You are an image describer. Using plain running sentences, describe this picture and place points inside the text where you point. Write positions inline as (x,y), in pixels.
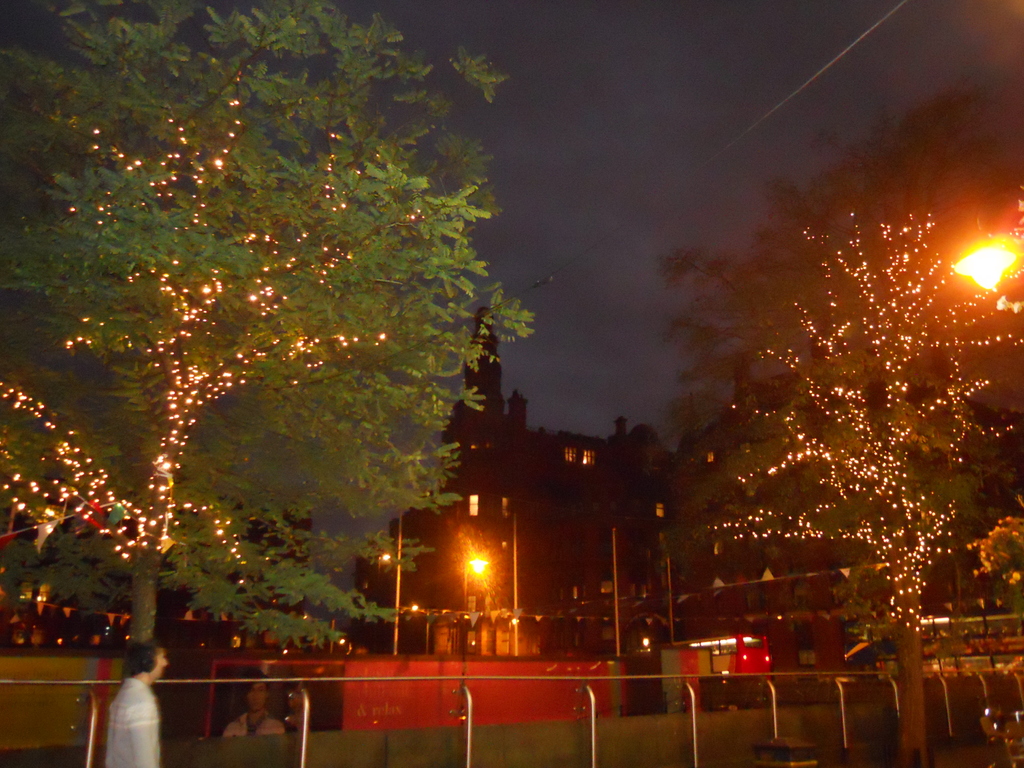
In this image we can see a person (156,753) is walking on the road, we can see fence (946,684), wall (333,700), trees (908,684) with lights (941,440), light poles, buildings (621,598) and the dark sky (584,327) in the background (594,250).
